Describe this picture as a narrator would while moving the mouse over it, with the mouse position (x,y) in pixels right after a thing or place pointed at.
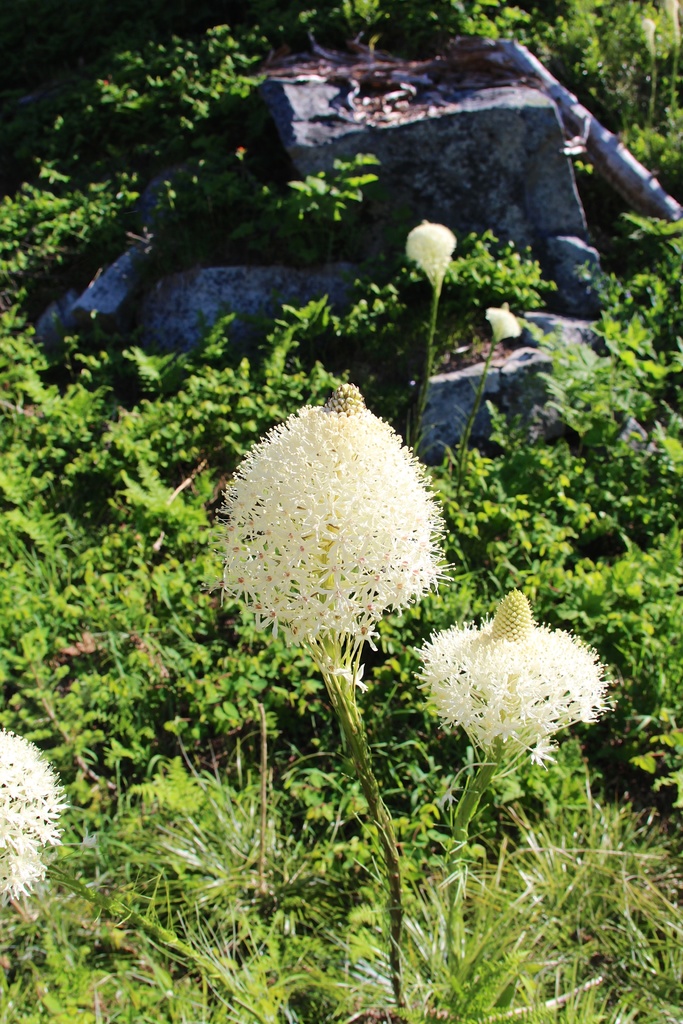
In this picture we can see plants (475,848), flowers (416,568), and stones (543,386).
